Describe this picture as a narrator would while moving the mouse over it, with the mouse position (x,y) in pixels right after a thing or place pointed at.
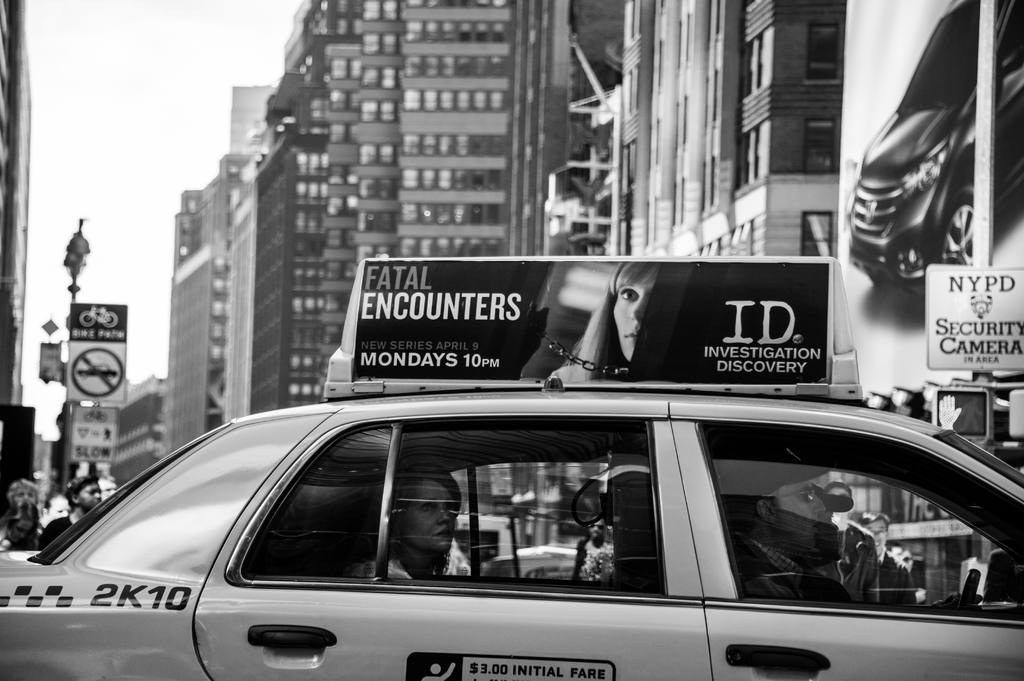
This is a black and white picture, this a car (270,616) on car (275,627) there is a woman (418,565) and one man (785,554) are riding the car (660,575). Background of the car (243,492) is a buildings (400,142), hoarding (925,102) and a pole (75,294) on the pole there are the sign boards (79,350) and street lights (75,241) and the sky (118,88).
